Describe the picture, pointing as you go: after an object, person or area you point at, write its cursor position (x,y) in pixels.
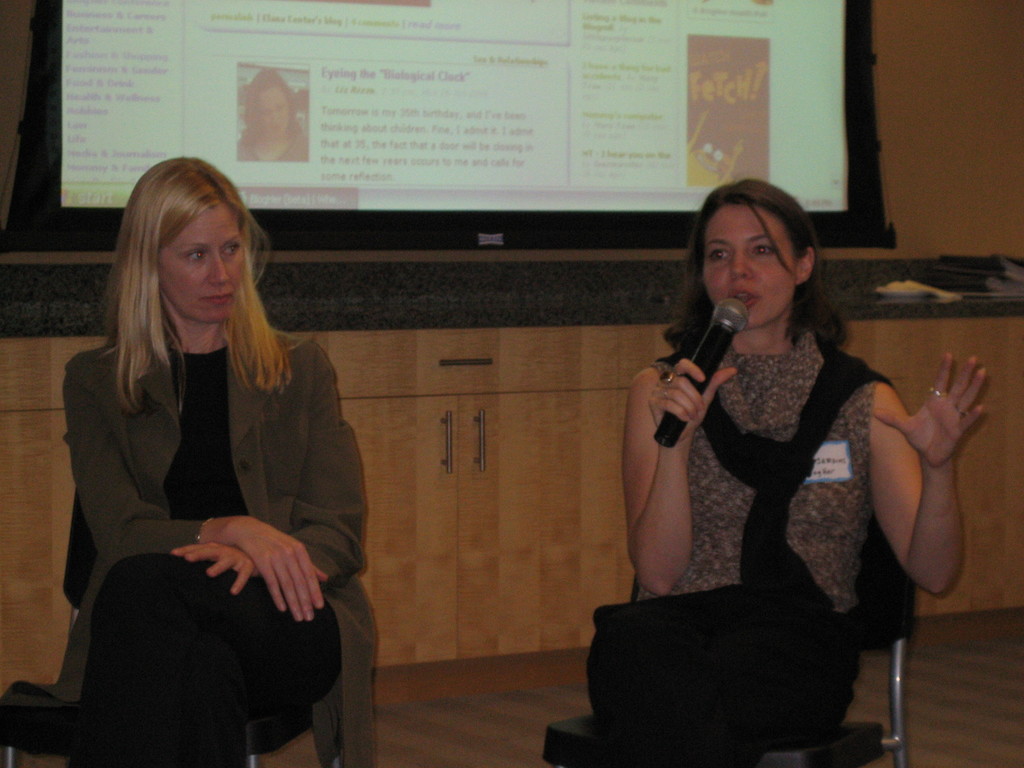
In the image we can see two women (697,535) sitting, wearing clothes (714,546) and the right side woman (739,449) is holding a microphone (698,365) in her hand (664,394) and she is talking. Behind them, we can see a projected screen (432,142), wooden cupboards (453,462) and a floor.
